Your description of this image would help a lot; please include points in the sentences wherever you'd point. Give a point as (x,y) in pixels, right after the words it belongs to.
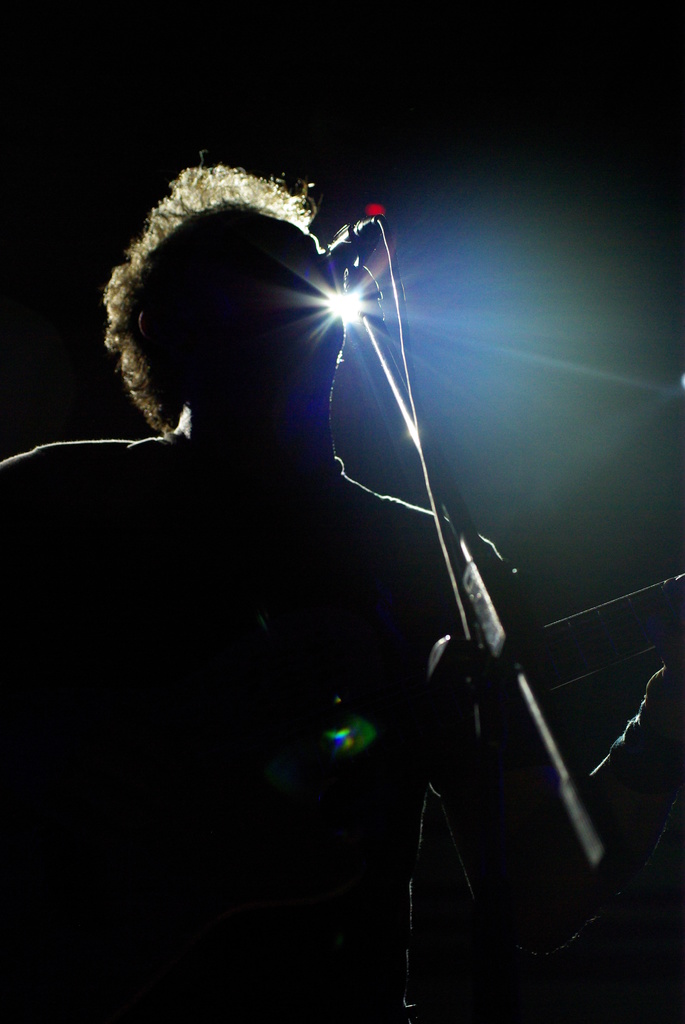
In this image I can see a person (298,622) singing and playing a musical instrument (348,863). The background (247,79) is black in color.
